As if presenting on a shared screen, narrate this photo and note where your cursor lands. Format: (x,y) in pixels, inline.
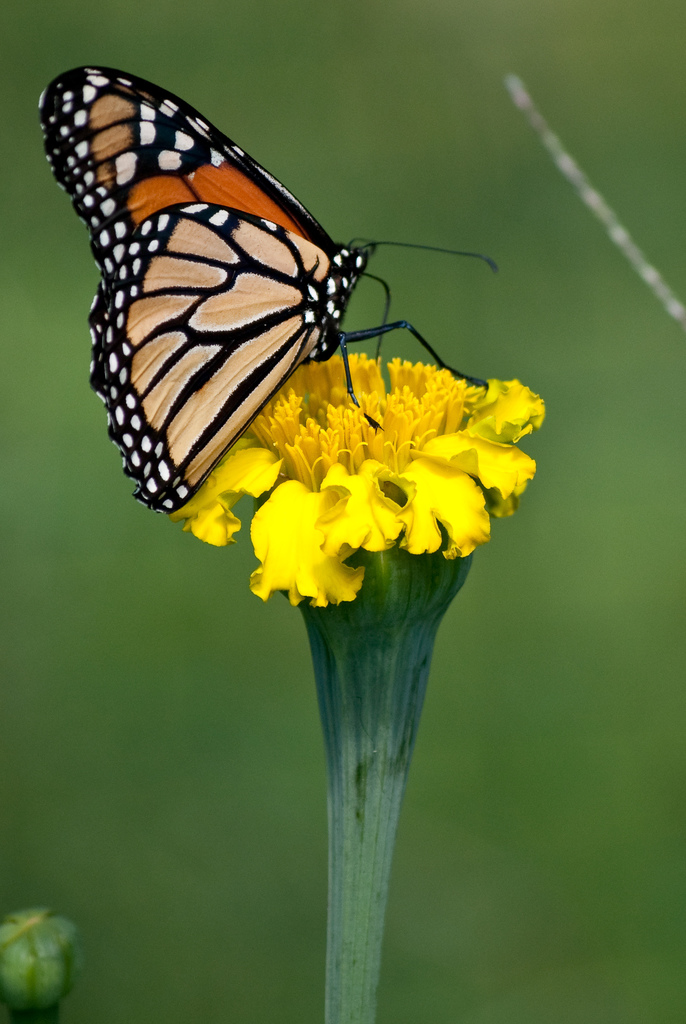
In the center of the image (335,350), we can see a butterfly (259,306) on a flower (364,593) and the flower (368,483) is in yellow color and the background (437,107) is in green color. At the bottom (63,948), there is a bud (43,940).
